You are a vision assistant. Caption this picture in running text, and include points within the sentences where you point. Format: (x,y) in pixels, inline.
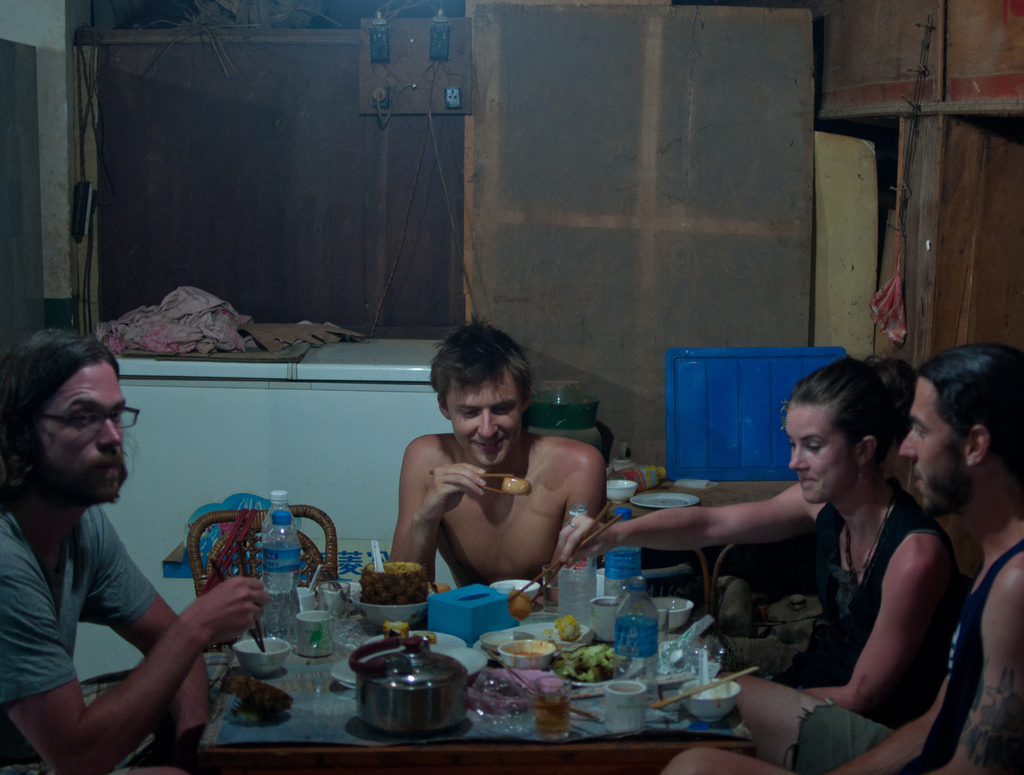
In this image we can see group of persons (538,561) holding chopsticks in their hands (443,490) are sitting on chairs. In the foreground (636,713) we can see a table (726,740) containing group of cups (625,689), plates (441,640), bottles (633,624), fruit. In the background (645,495), we can see plate (687,504) and bowl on a surface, cupboards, a box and a container (276,394) with cloth (212,325) is placed on the ground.
